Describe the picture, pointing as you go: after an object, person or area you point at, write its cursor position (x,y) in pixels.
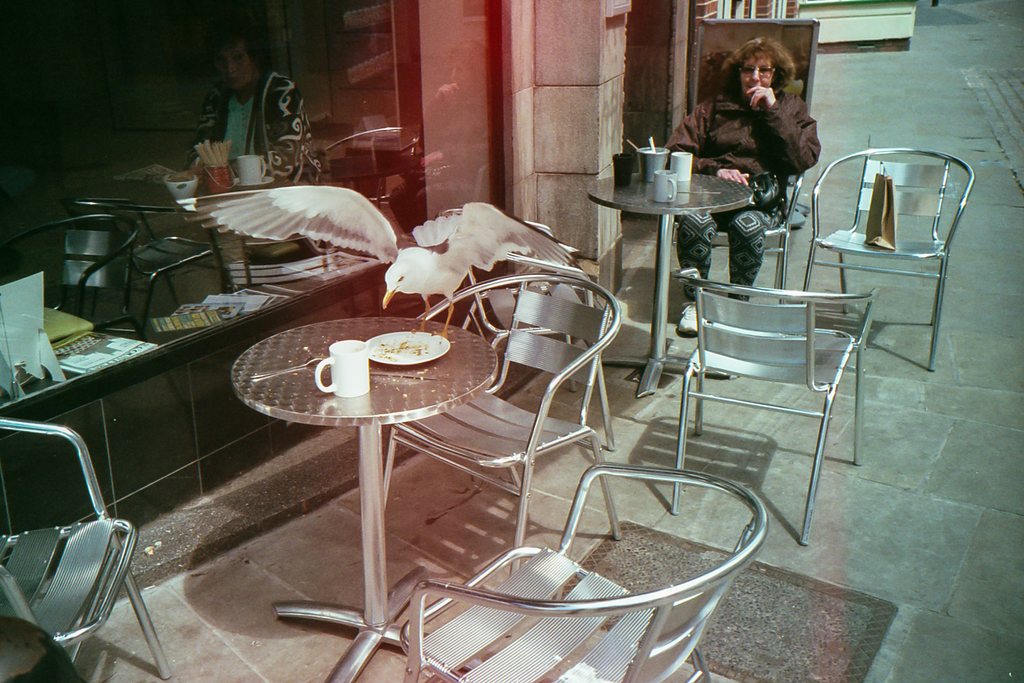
In this image I can see a person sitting and the person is wearing brown color jacket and I can also see few chairs (487,283) and tables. In front I can see a bird (182,203) in white color, background (578,58) the wall (564,67) is in cream color.
